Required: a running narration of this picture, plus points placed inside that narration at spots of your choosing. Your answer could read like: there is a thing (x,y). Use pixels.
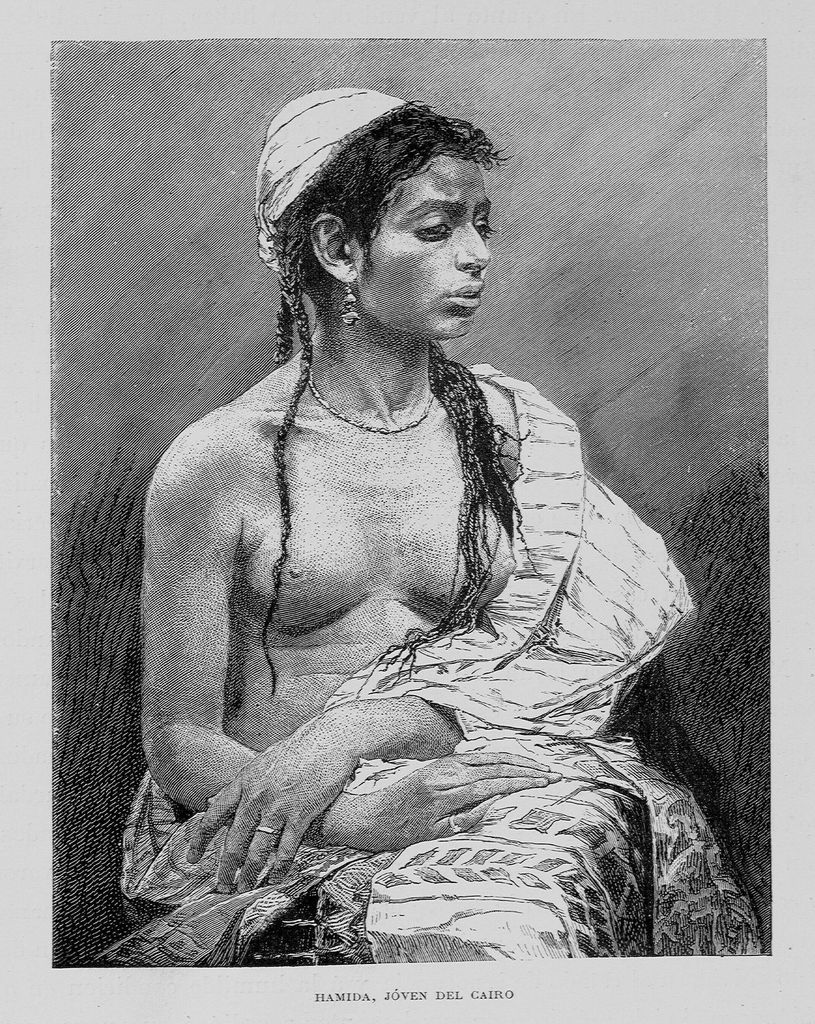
This is a black and white picture. We can see a woman (296,588) sitting on the chair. There is a text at the bottom of the picture (511,994).
